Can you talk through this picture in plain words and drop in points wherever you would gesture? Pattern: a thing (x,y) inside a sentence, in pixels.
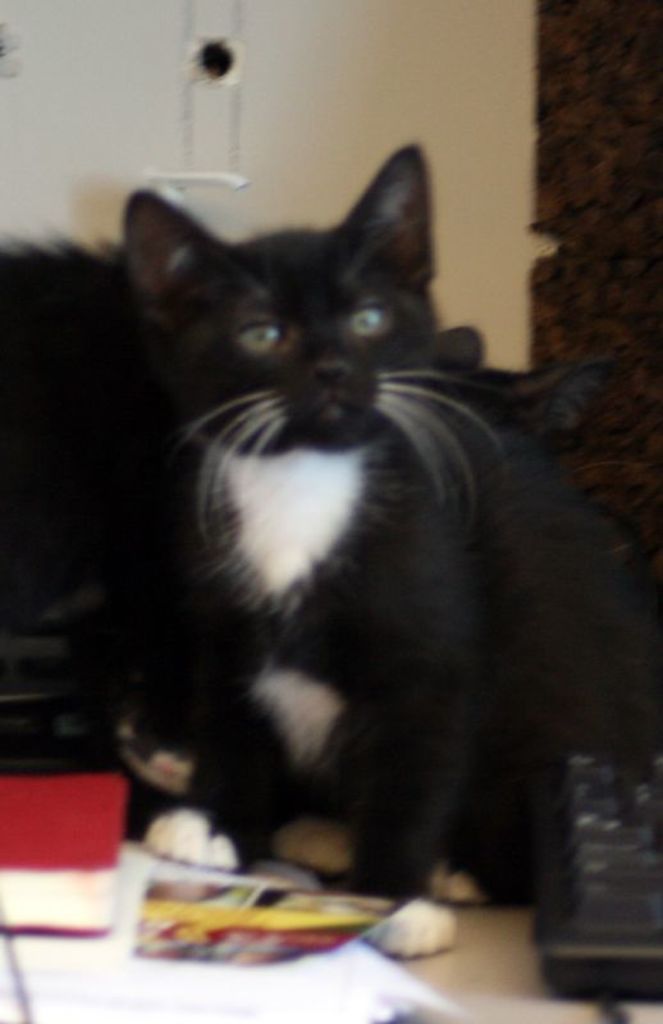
In this picture we can see black cat (399,621) is sitting in front (396,856) and looking to the camera. Behind there is a white wall (261,129).
